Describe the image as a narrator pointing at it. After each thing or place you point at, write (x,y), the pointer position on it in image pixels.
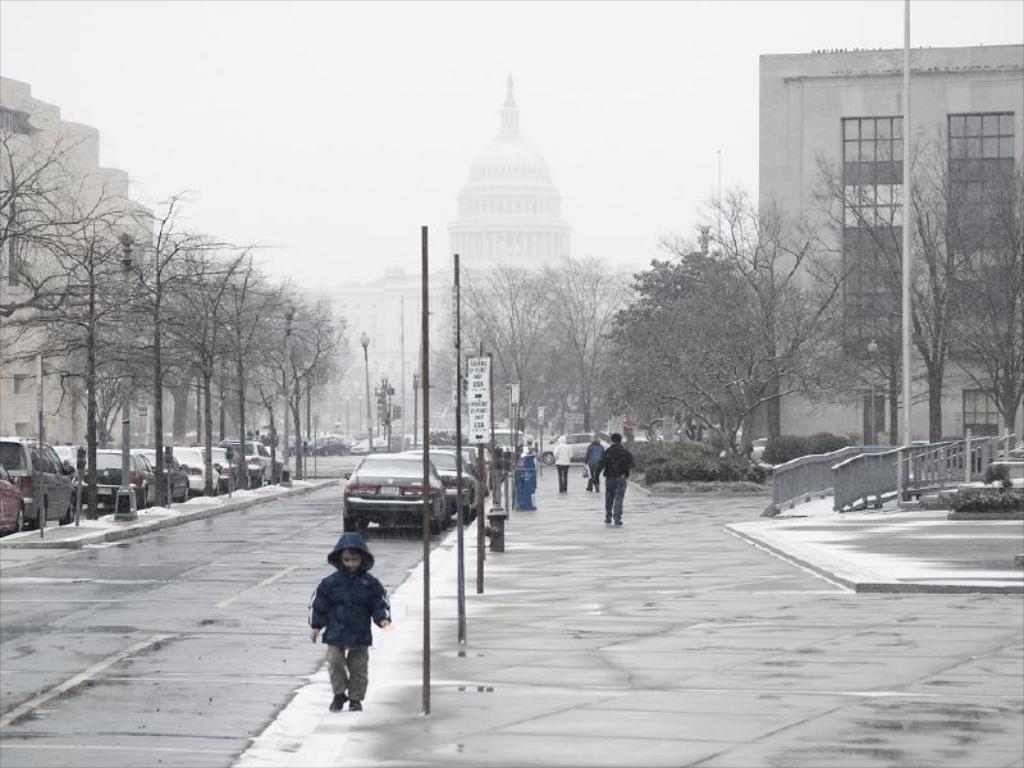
In this image I can see the road (144,581). On the road (139,538) there are many vehicles (415,456). To the side of the road (206,533) I can see the light poles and the boards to the poles (428,565). I can see few people (611,511) are walking and wearing the different color dresses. To the right (866,489) I can see the railing (860,500). In the back (501,352) there are many trees (527,416), building (14,99) and the white sky (366,150).
